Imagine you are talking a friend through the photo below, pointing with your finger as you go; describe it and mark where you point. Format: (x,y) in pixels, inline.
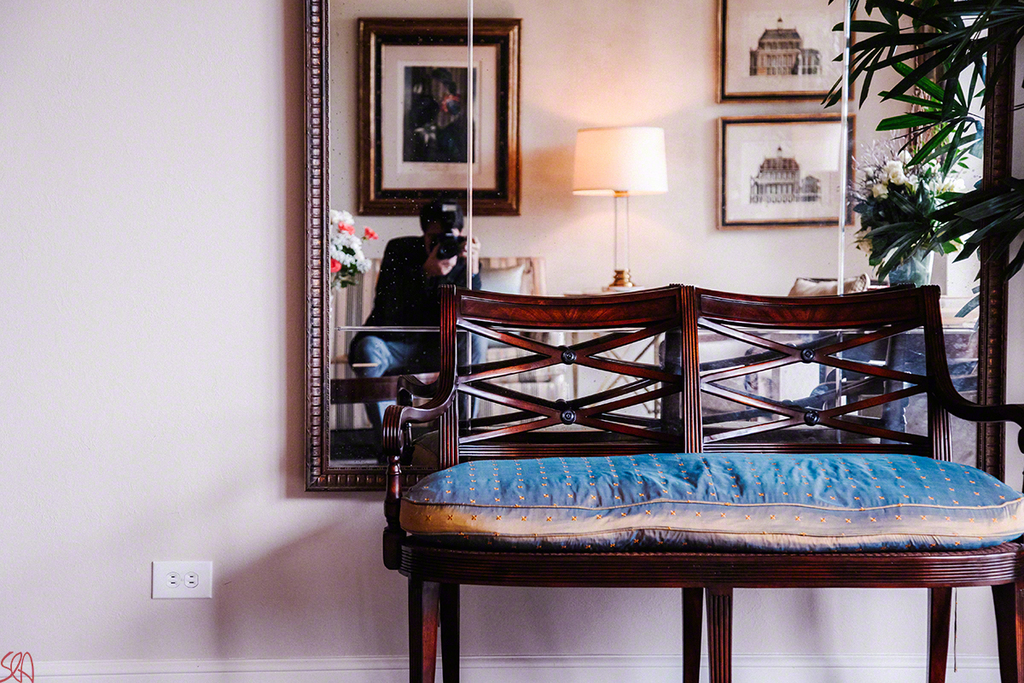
In this image there is a mirror (667,135) on the wall (220,179), there is a plant (922,155) truncated towards the right of the image (988,208), there is a chair (693,436) truncated towards the right of the image (917,458), there is a cushion (948,518) on the chair (611,495), there is a mirror (391,188) on the wall (219,232), there are photo frames (749,127), there is a light (607,180), there is a person (433,290) sitting and taking a photo, there are flowers (346,232), there is a flower vase (918,254) on the surface (958,319), there is text (15,673) towards the bottom of the image (2,662), there is a socket (166,590) on the wall (198,544).
